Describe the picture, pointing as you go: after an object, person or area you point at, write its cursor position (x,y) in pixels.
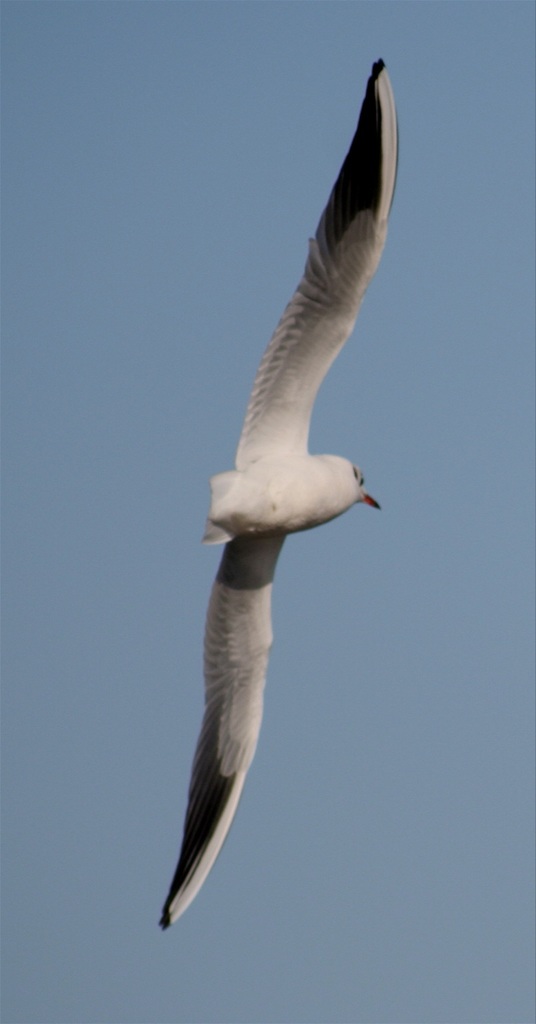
In this picture I can see there is a bird (266,612) and it has wings (246,608) and it has black and white feathers (247,676) and in the backdrop (172,328) the sky (172,328) is clear.
